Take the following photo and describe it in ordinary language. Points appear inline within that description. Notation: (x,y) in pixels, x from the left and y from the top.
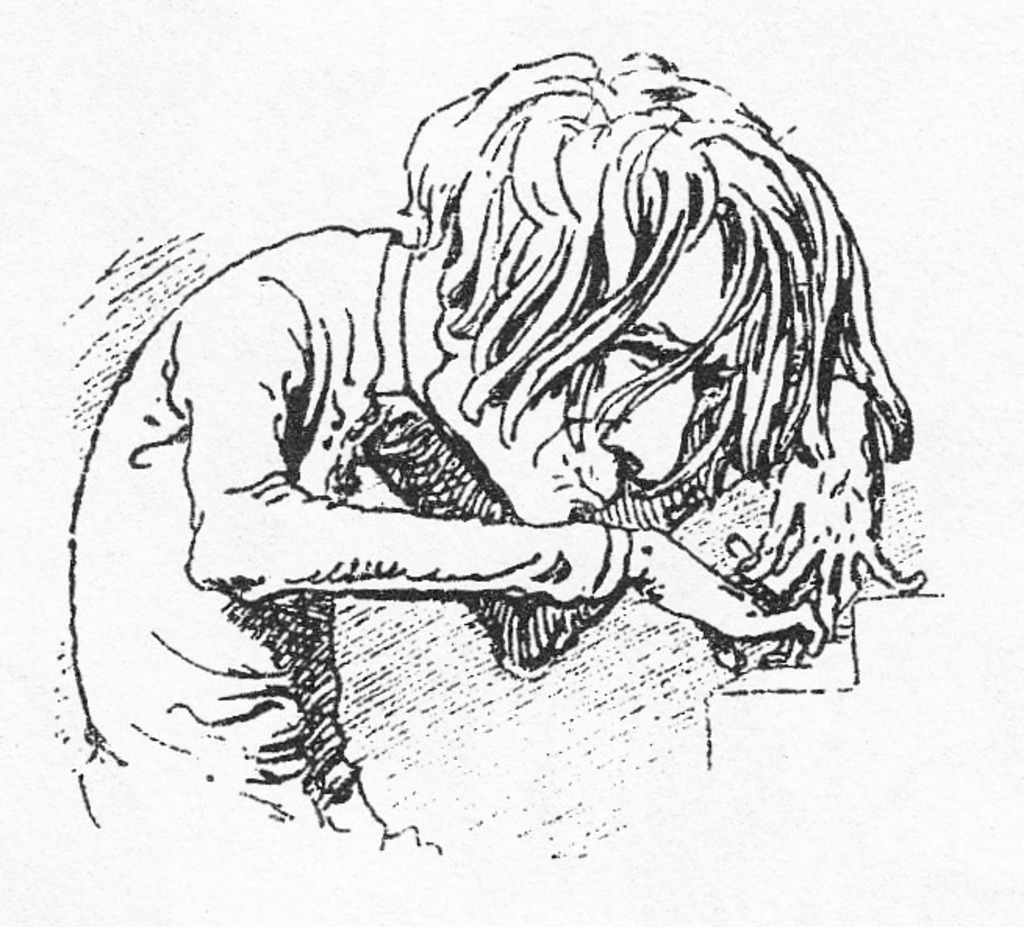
This image consists of a poster (221,313) with an art (574,506) on it.
